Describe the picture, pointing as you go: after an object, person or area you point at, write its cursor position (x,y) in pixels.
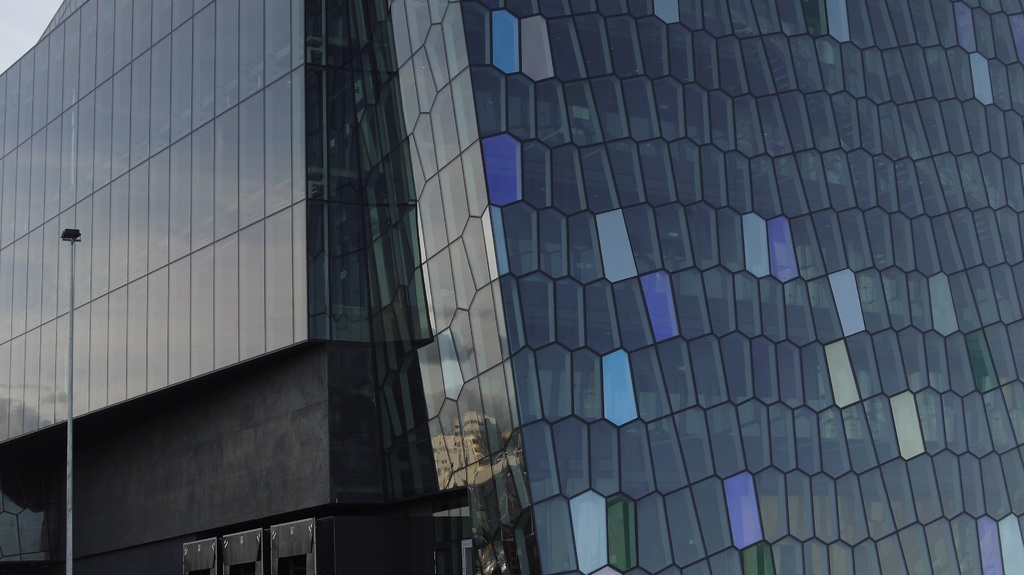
In this image I can see a glass building (491,197), a light pole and the building (240,424) is in gray color. Background (23,13) the sky (32,39) is in white color.
